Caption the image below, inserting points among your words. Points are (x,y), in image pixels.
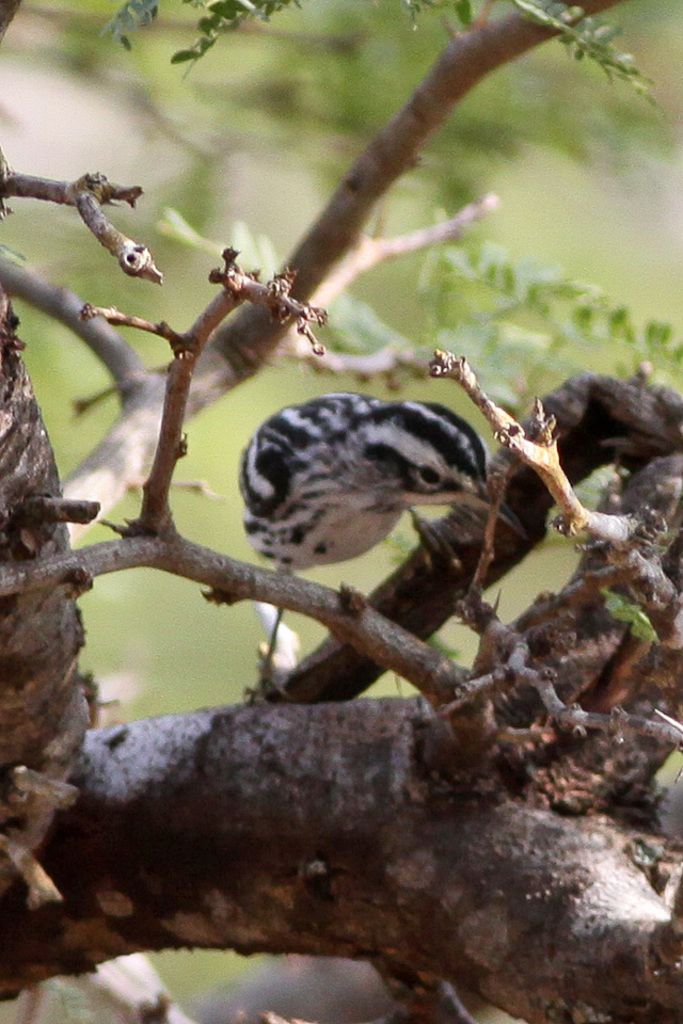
In the picture I can see a bird (336,436) which is in black and white is on the tree branch (346,699). The background of the image (573,85) is blurred, which is in green color.
